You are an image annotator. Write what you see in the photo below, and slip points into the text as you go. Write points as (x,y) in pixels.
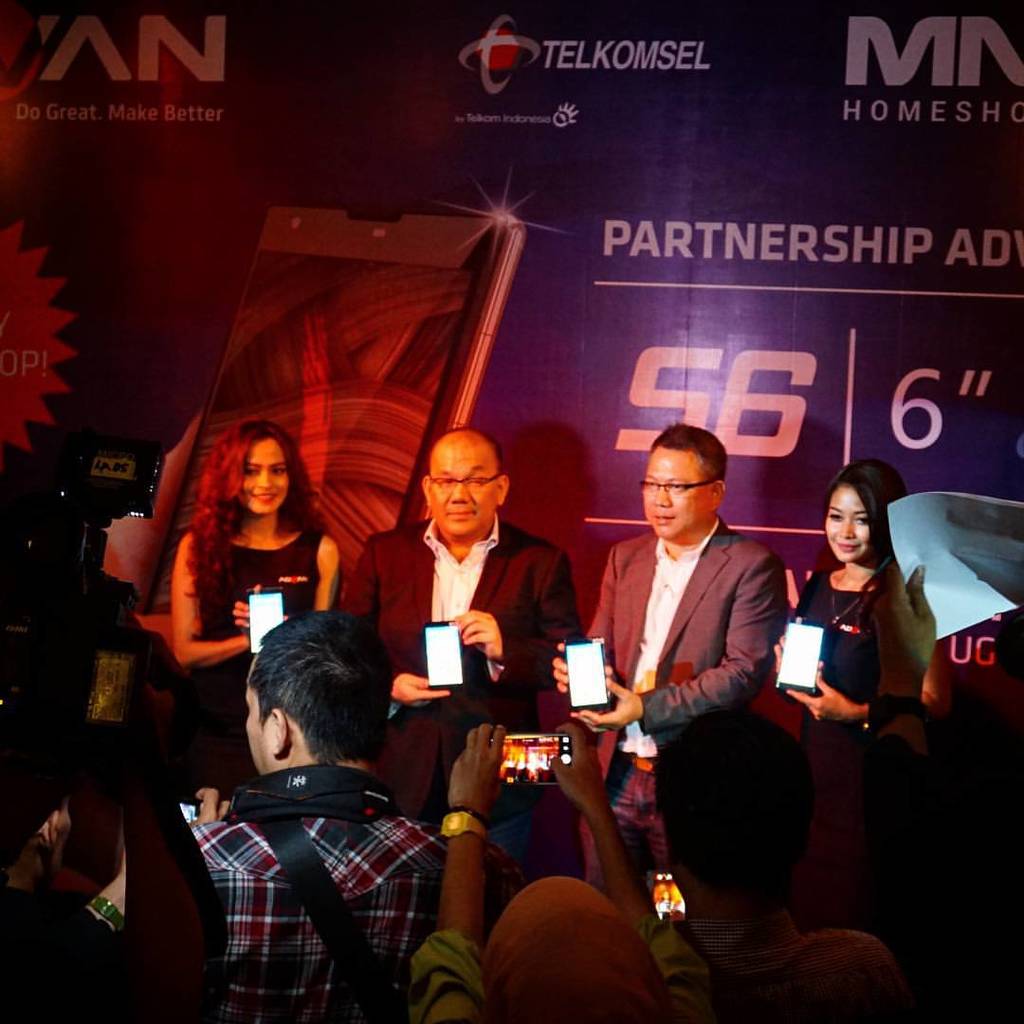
In the foreground of the picture (602,1015) I can see a few persons (320,690) holding the mobile phone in their hands (569,800) and I can see a person (569,983) capturing an image with a mobile phone (535,753). In the background (502,597), I can see four persons (421,611) and they are holding the mobile phone (787,685) in their hands (423,685). There are two men (645,556) wearing a suit (734,558). In the background (164,571), I can see the hoarding (359,346).
